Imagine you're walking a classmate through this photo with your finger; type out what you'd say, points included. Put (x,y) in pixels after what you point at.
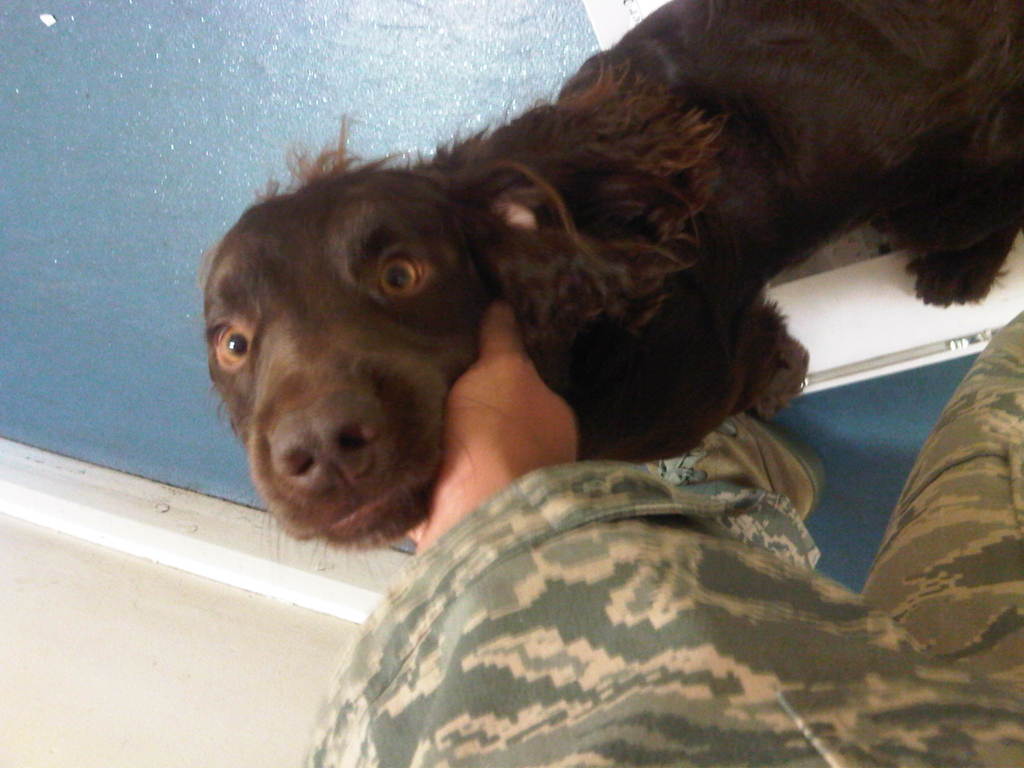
In the picture we can see a person's hand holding a dog's neck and the dog (973,233) is looking up which is dark brown in color and behind it, we can see a floor (859,422) which is blue in color and some part white in color.
